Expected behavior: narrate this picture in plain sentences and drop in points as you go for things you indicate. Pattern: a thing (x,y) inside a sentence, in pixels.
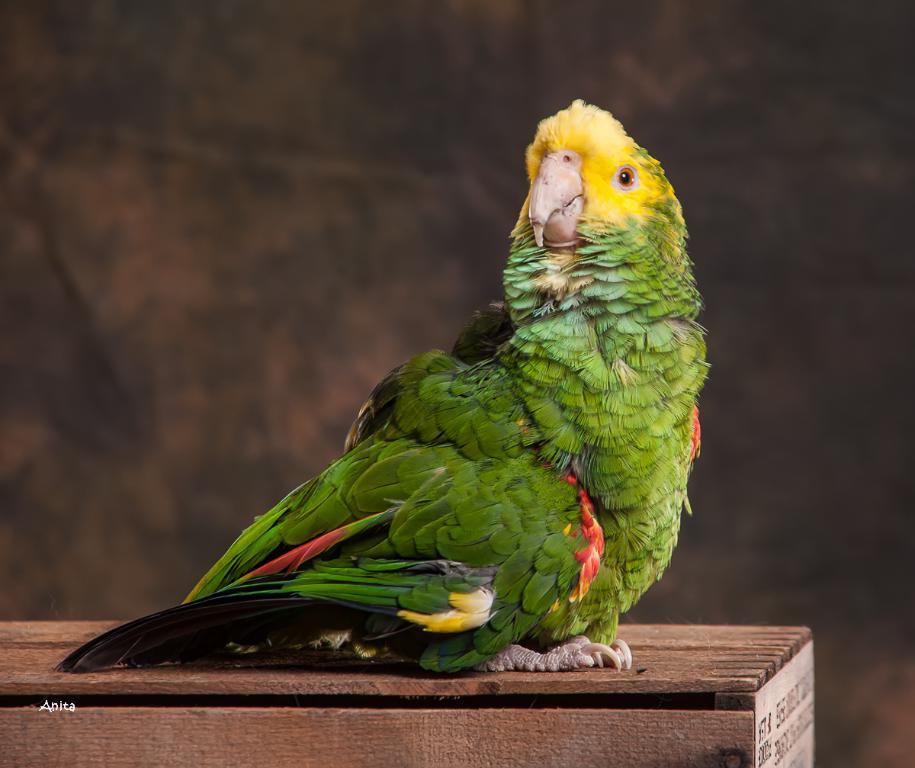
In this image I can see a bird (519,449) which is green, red, yellow and white in color is on the wooden object (708,661) which is brown in color. I can see the blurry background (772,441).
